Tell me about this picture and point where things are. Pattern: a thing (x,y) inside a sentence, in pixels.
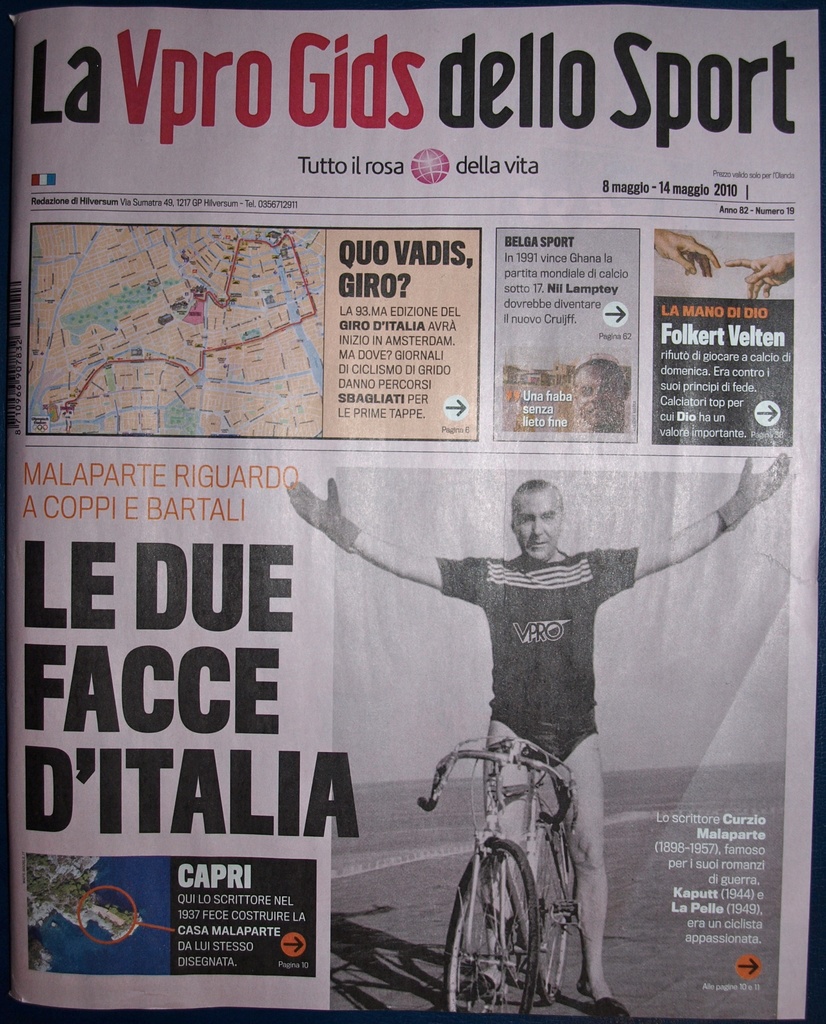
In this image there is a front page (232,492) of a newspaper (311,618) with pictures (376,544) and text (387,306) on it.
